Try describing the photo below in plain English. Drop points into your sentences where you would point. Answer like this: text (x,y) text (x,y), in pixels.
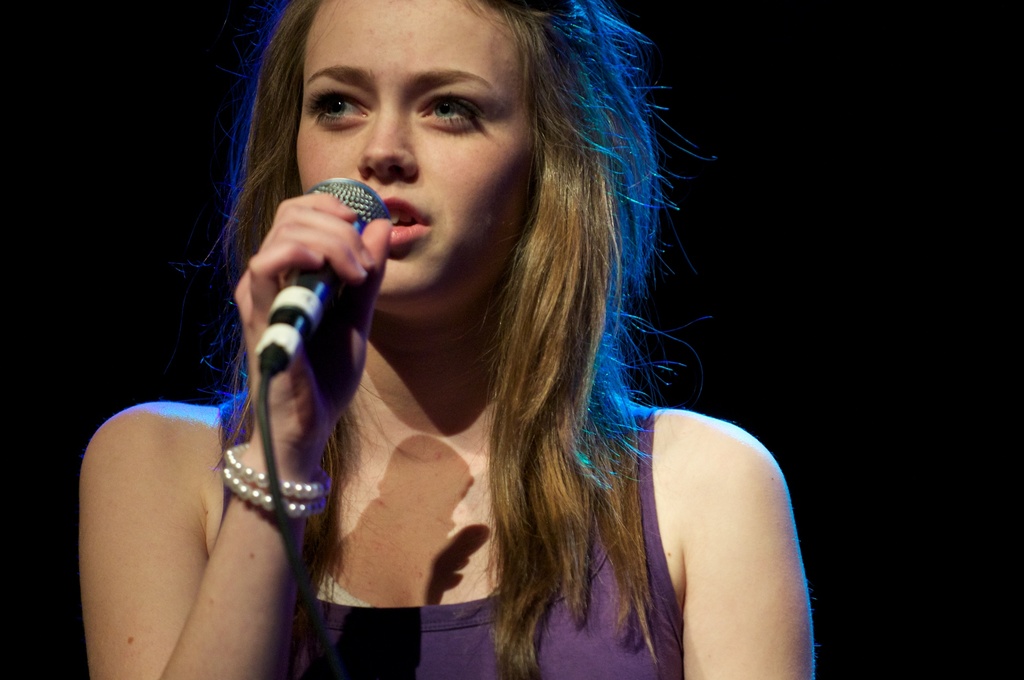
In this picture we can see woman (225,449) holding mic (372,197) in her hand (372,221) and singing and in background (954,218) it is dark.
